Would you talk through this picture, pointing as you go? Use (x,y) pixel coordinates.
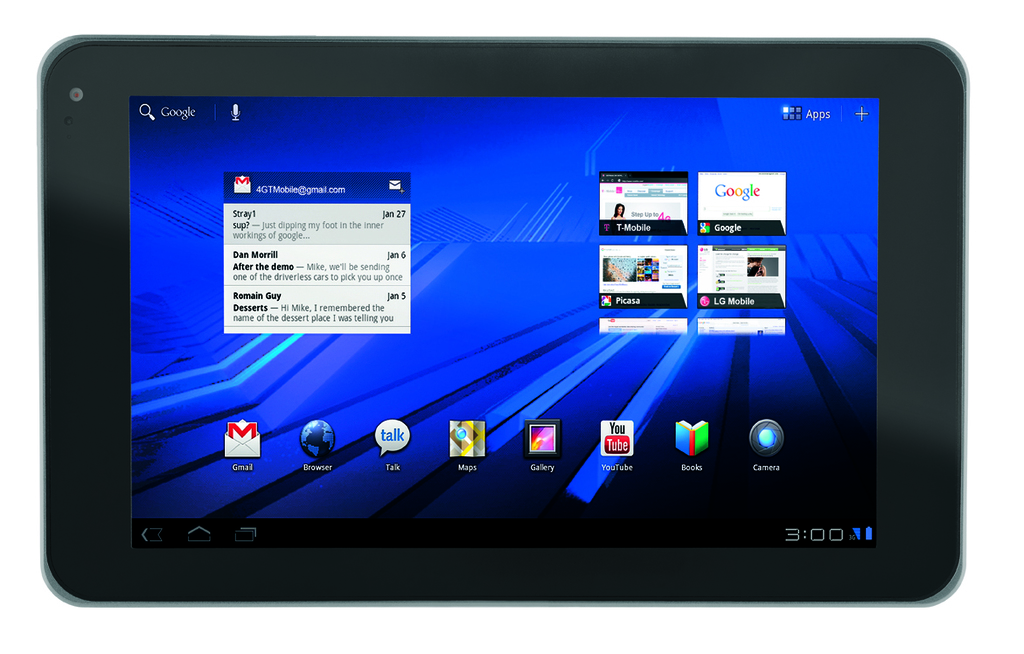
In this image there is one screen (536,422), in that screen (442,288) there is some text (294,273).
